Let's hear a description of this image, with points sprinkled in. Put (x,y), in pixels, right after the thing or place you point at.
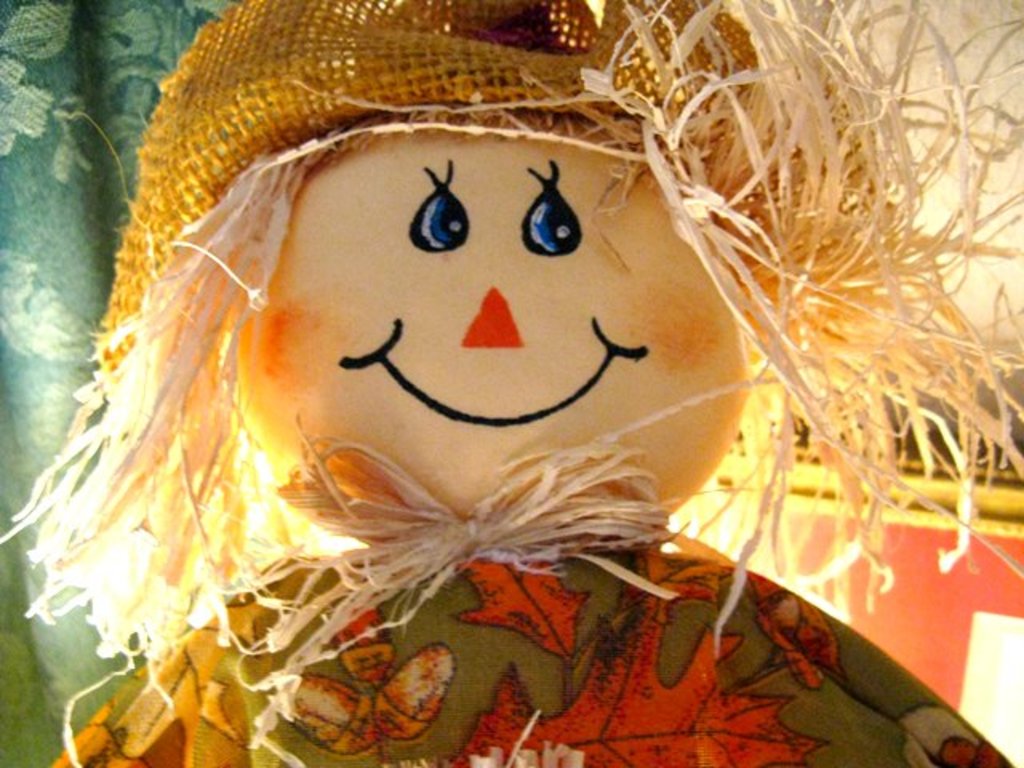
In this image I can see the toy (364,436). The toy (385,628) has colorful dress (307,686) and the net hat (269,125). In the back (93,117) I can see the green color cloth (63,51) and the board (862,571).
